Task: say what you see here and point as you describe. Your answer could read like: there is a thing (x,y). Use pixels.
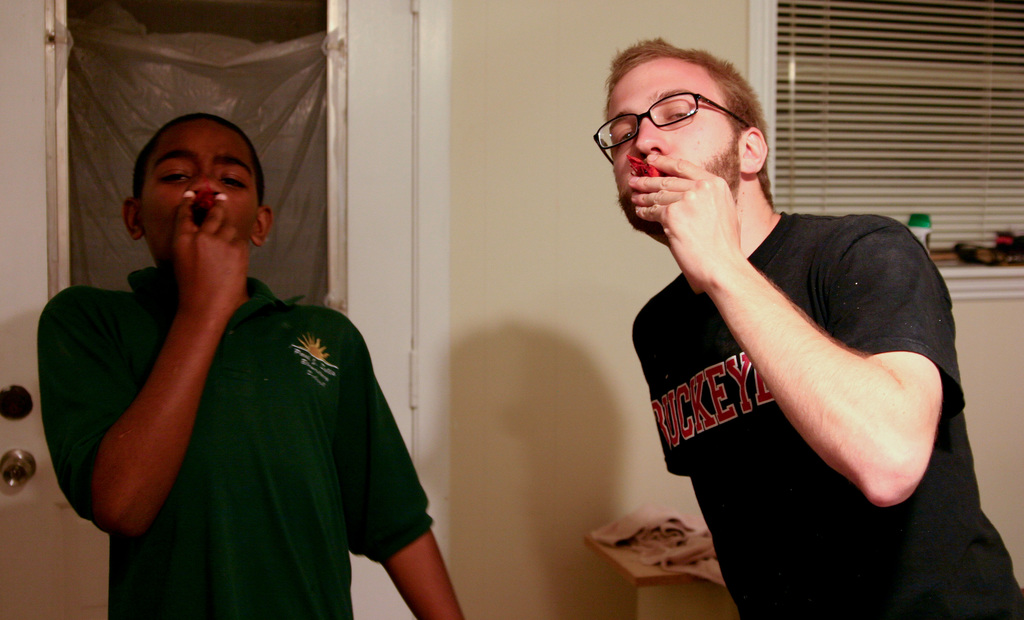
In this image I can see two people (769,388) standing and holding something. They are wearing black, green color dresses (335,474). Back I can see a window (955,99), cream wall (522,160) and door (6,55).
